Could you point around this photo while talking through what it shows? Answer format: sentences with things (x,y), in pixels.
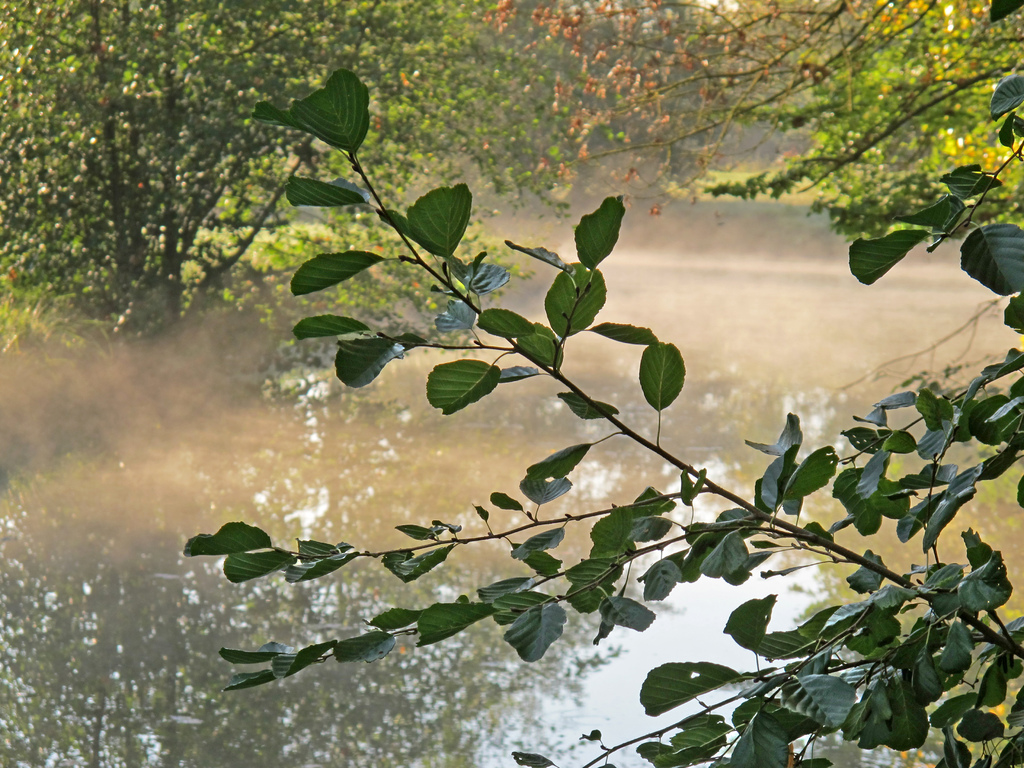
In this image I can see the water (337,446). On the right side (706,680) few leaves (879,507) are visible. In the background (395,66) there are many trees (315,66).
